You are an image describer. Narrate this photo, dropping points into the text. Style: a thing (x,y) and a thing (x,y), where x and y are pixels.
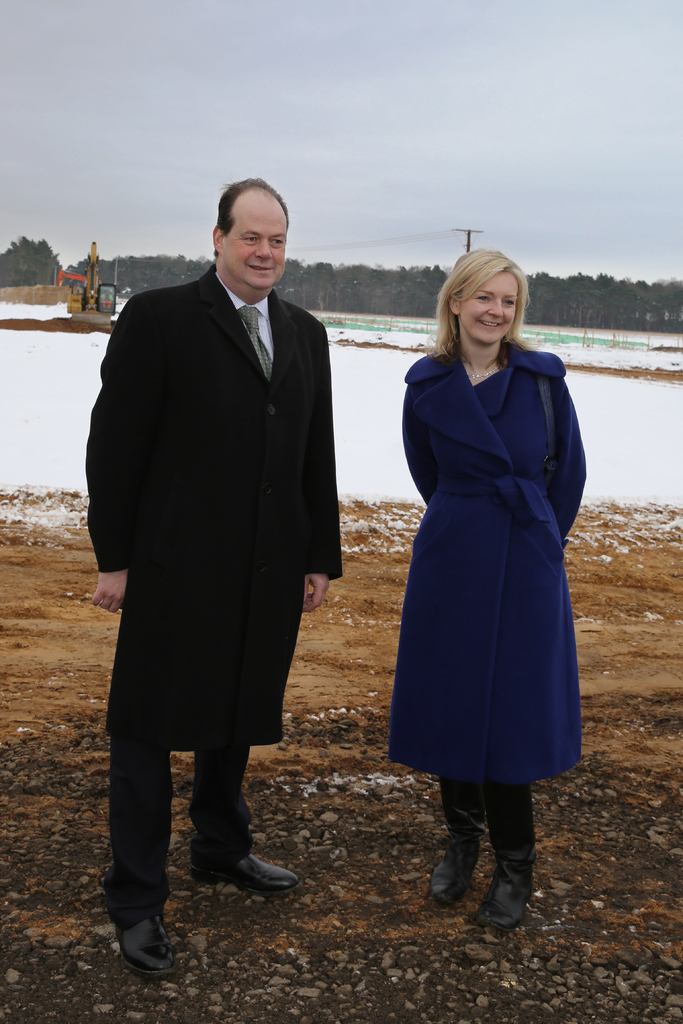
In this image I can see on the left side (213,509) a man (266,507) is standing, he wore black color coat (266,515), trouser (207,788), shoes (137,949). On the right side (462,701) a beautiful woman (486,491) is standing, she wore blue color coat (522,640). Behind them there is the snow (338,400), at the top (385,95) it is the sky (369,97).
